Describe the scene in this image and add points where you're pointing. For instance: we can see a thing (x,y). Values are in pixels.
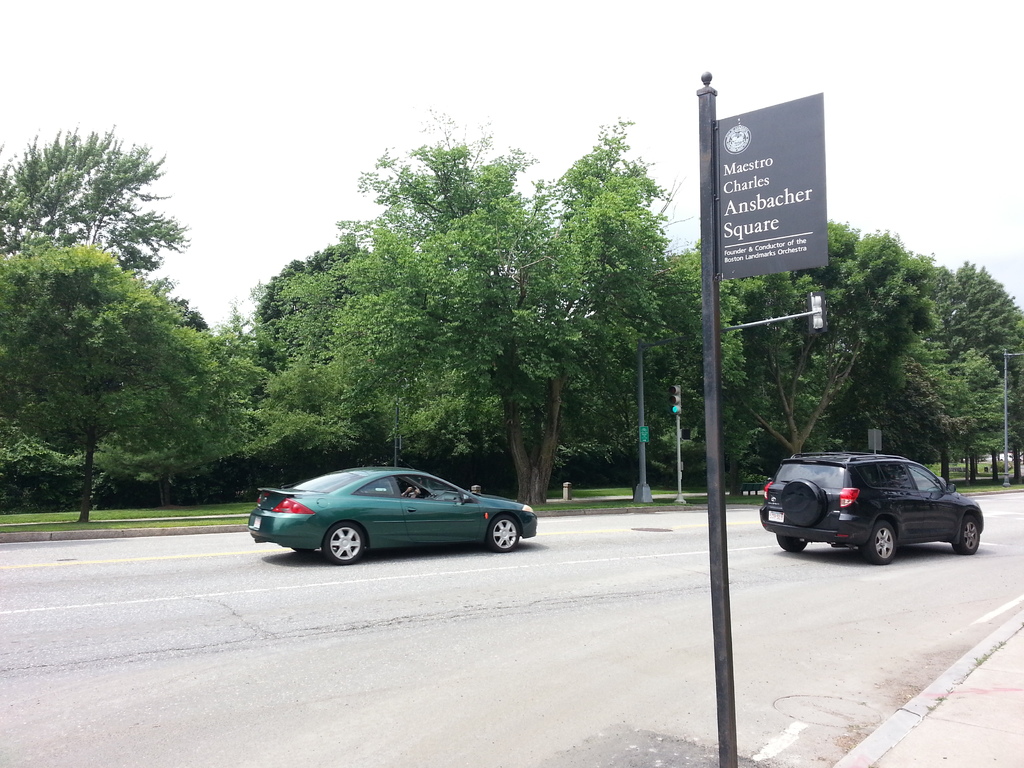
Vehicles (464,519) are on the road (705,703). A board (774,220) is attached to the pole (711,102). Background (50,419) there are trees (651,333) and signal light pole (681,414).
